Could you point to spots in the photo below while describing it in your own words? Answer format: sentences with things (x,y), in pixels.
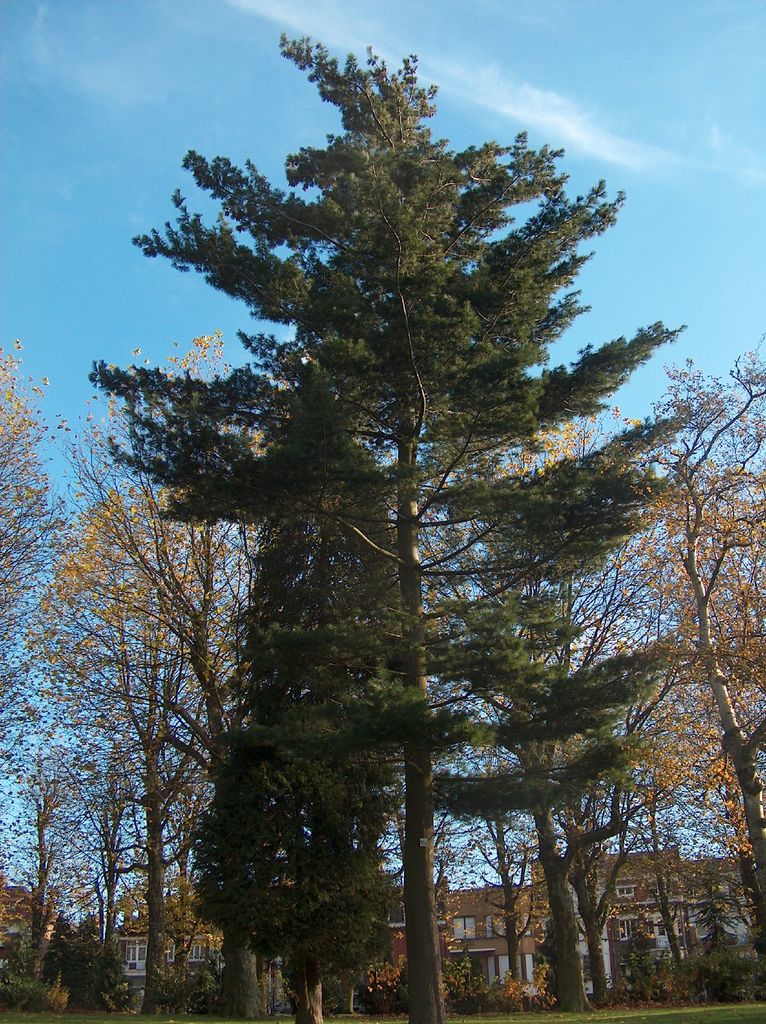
In this image, in the foreground (379,101) there is a big tree (368,101) and the background (628,94) is the sky (649,107).
